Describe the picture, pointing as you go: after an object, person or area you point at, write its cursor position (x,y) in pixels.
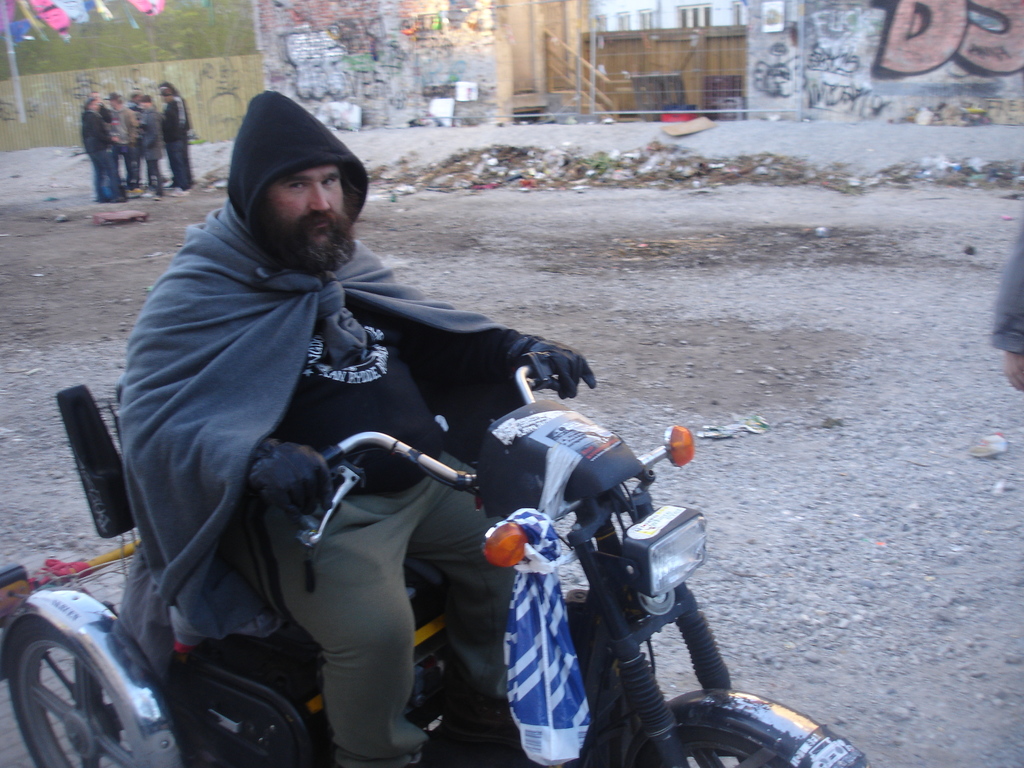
This is the picture of a man (364,399) who is riding the vehicle (533,475) and beside him there are some group of people (128,98).
